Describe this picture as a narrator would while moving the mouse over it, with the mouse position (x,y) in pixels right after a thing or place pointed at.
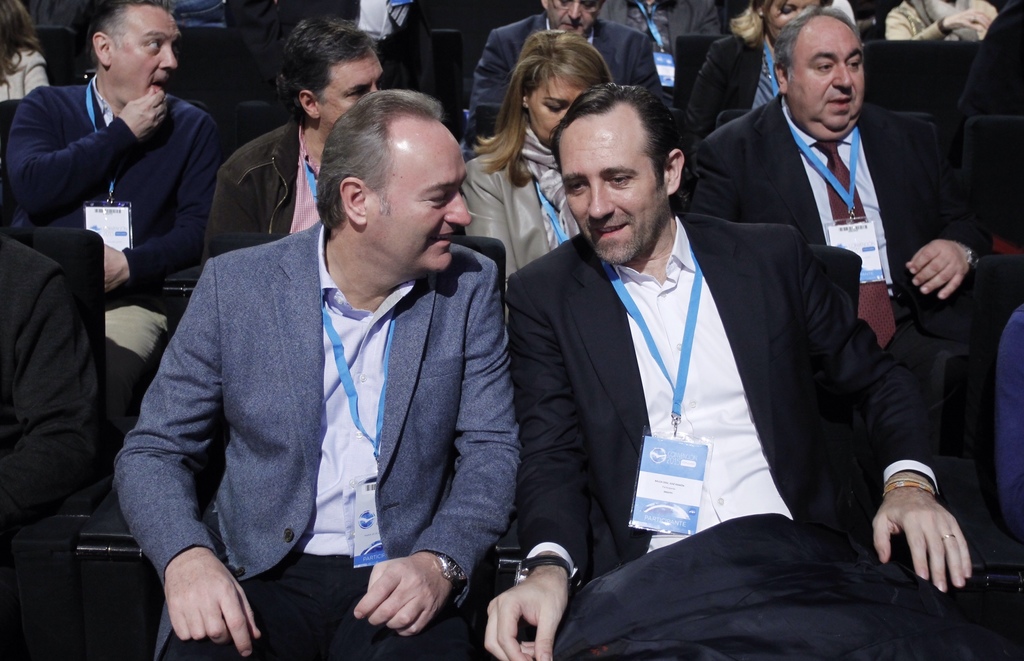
In this image I can see the group of people (527,350) with different color dresses (469,417). I can see these people (590,310) with the identification cards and they are sitting on the chairs (120,532).
